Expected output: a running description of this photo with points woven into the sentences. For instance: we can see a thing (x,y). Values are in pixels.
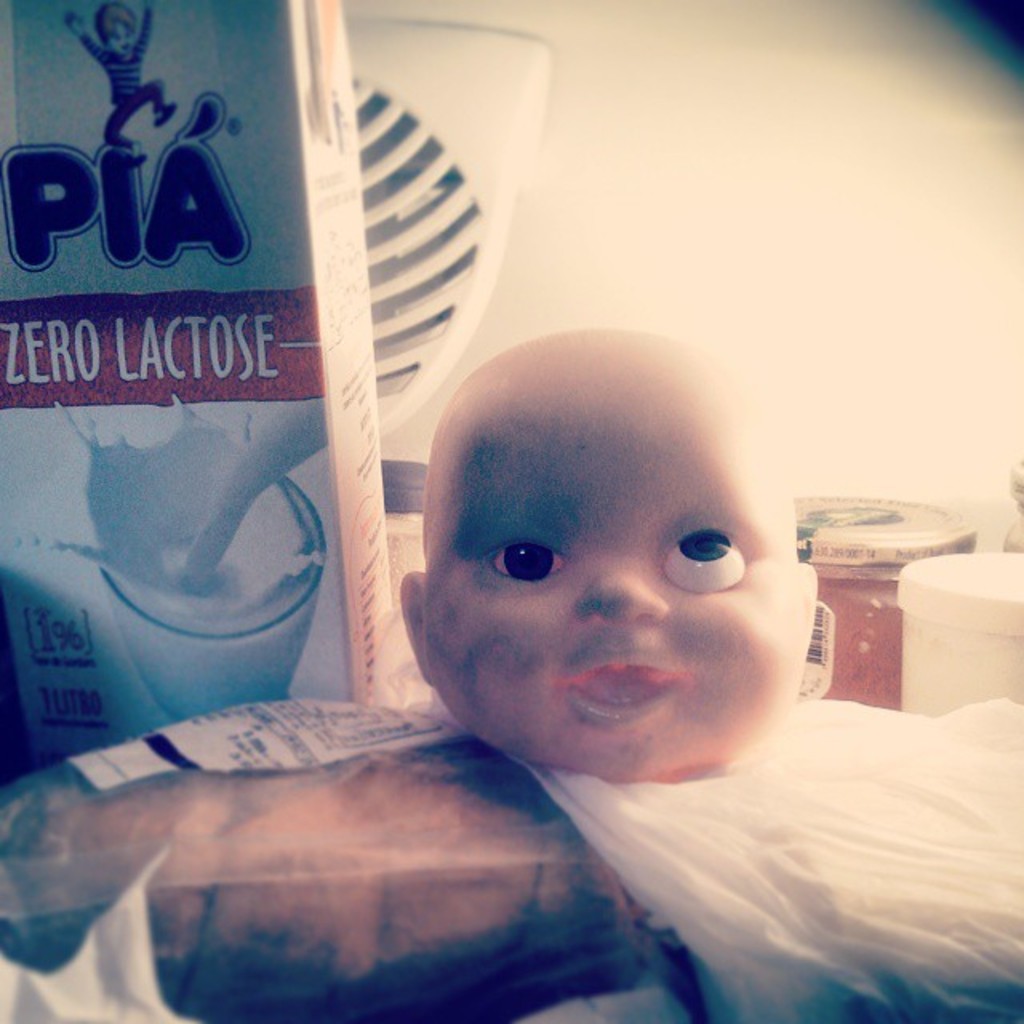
We can see doll face (707,752), covers (343,818) and box (372,482), behind this doll face (695,461) we can see jars (870,513).
